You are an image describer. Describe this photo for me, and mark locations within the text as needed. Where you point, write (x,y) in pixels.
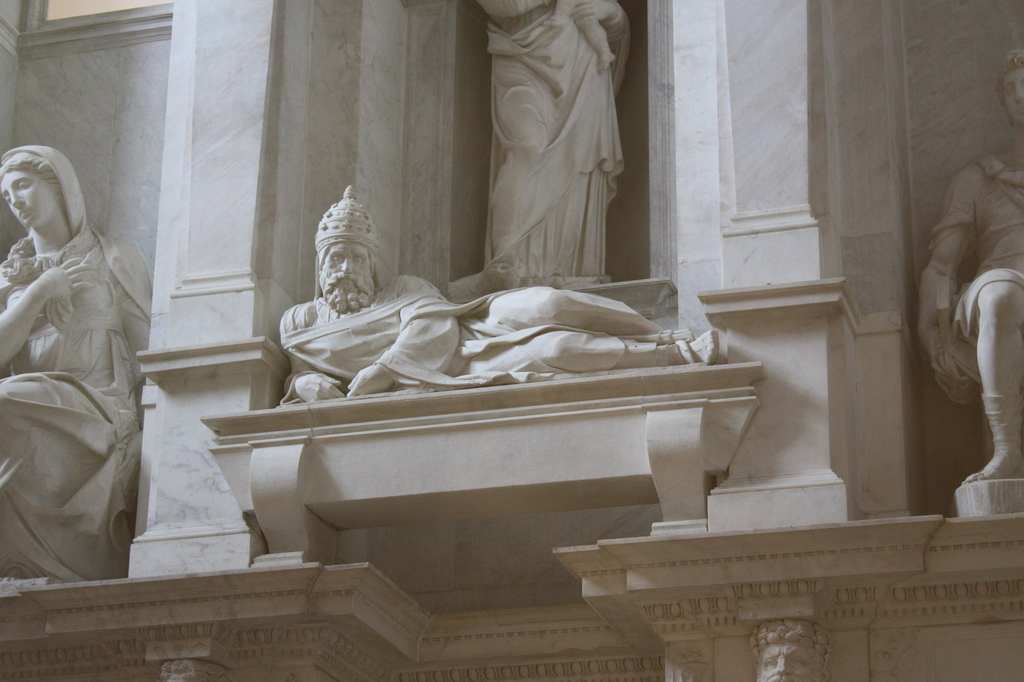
In this image I can see sculptures (523,249) of four persons (358,336) on a wall (455,408), pillars (783,308) and so on. This image is taken may be in a church (401,462).
